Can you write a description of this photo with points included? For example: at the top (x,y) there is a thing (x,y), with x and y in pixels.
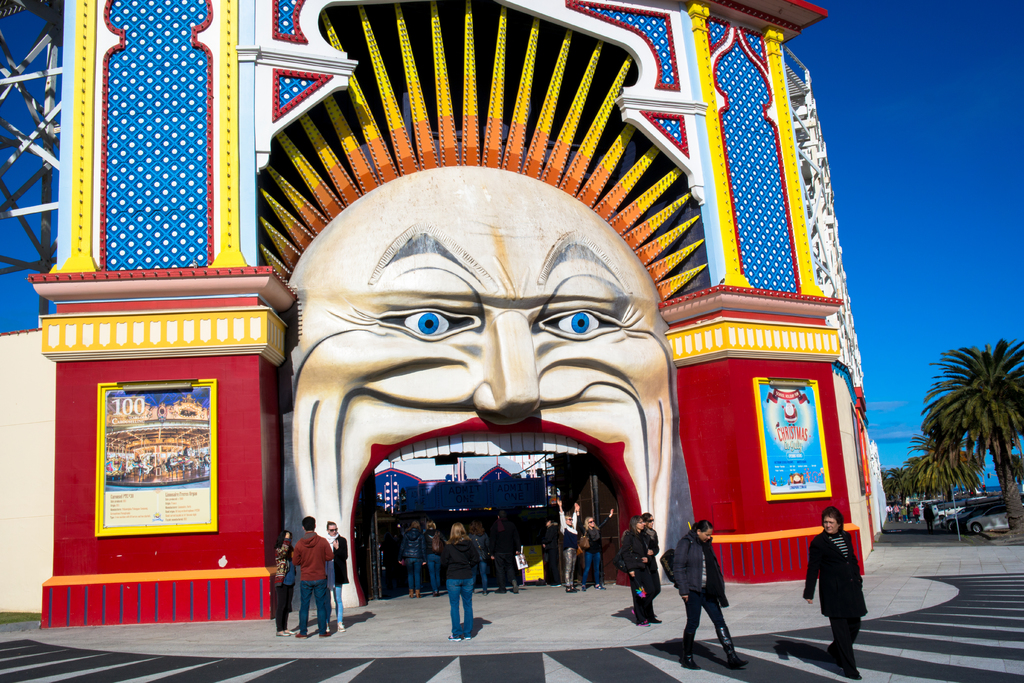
In this image I can see people (468,549) on the ground (614,591). On the right side (925,411) I can see vehicles (946,504) and trees (968,459). In the background (932,255) I can see the sky (960,154).
